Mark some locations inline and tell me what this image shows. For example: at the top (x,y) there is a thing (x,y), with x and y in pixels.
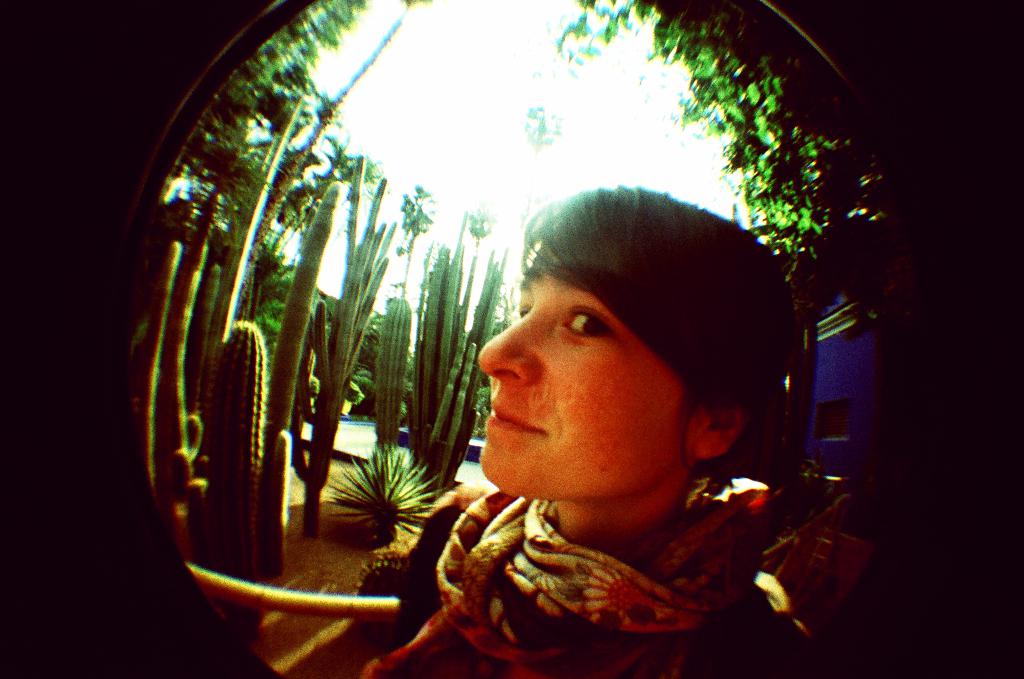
This picture seems to be an edited image. In the foreground (545,599) we can see a person (569,523) wearing a scarf (530,577) and seems to be standing. In the background (333,221) we can see the sky (449,64), trees (280,320), cactus (304,324), plants (415,459) and some other objects (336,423).
